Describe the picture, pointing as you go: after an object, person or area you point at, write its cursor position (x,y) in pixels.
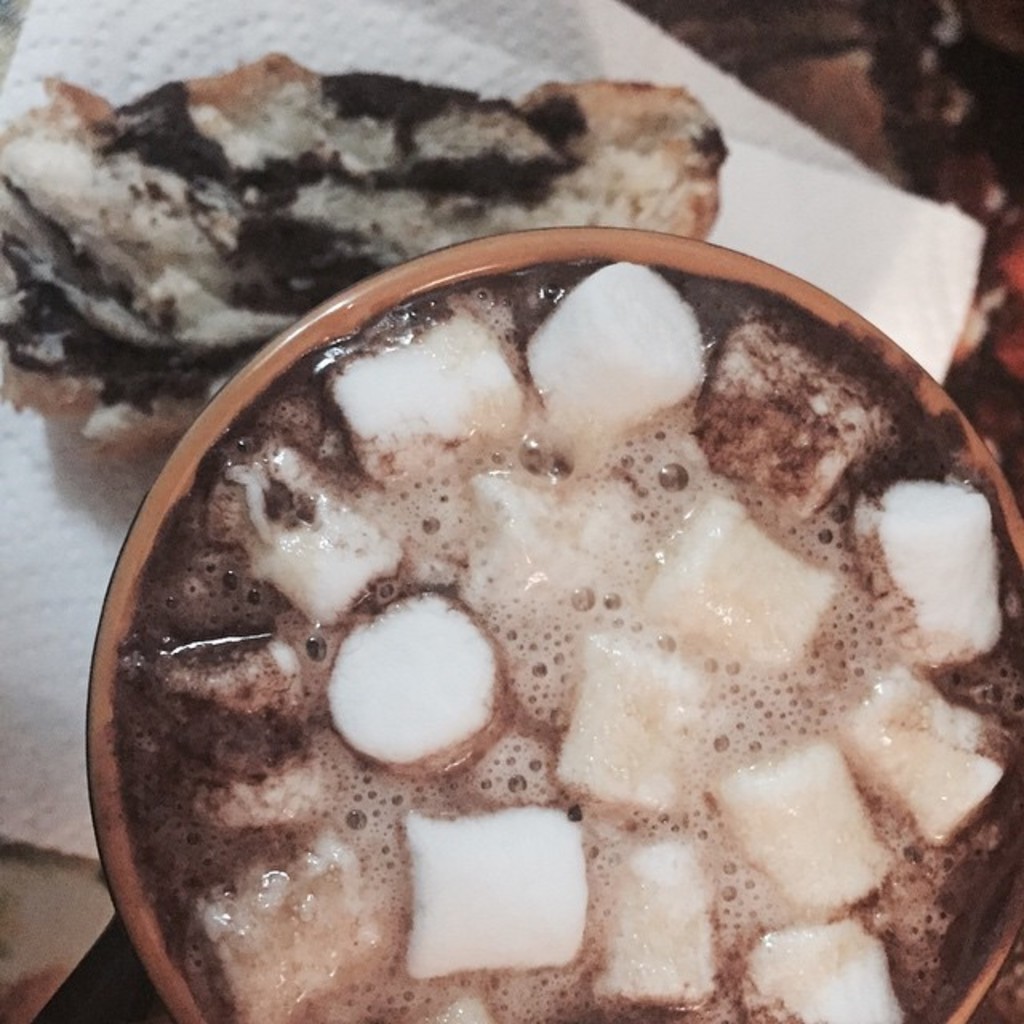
In this image I can see a bowl (463,476) and I can see food item (387,649) in the bowl (313,660) and tissue paper (81,648) beside the bowl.
